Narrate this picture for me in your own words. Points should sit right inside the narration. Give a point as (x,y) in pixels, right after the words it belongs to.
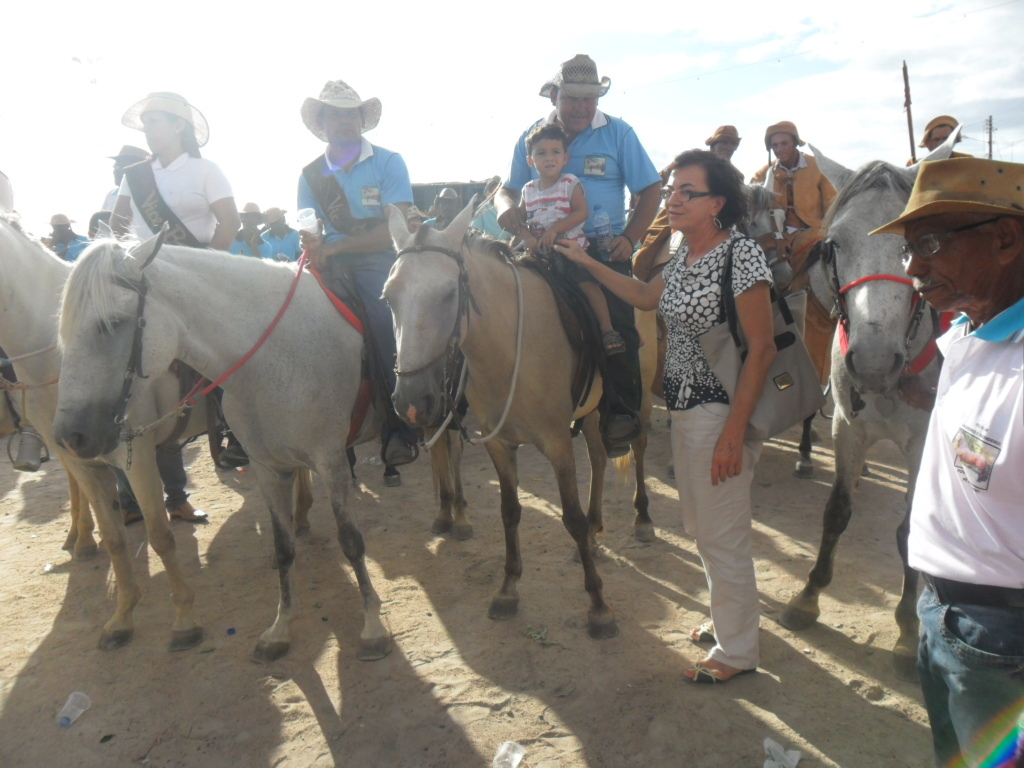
As we can see in the image there is a sky (649,25), few people (607,125) here and there and few of them are sitting on white color horses (12,298). The man (972,490) on the right side (986,342) is wearing hat (970,209) and white color shirt (977,445).
